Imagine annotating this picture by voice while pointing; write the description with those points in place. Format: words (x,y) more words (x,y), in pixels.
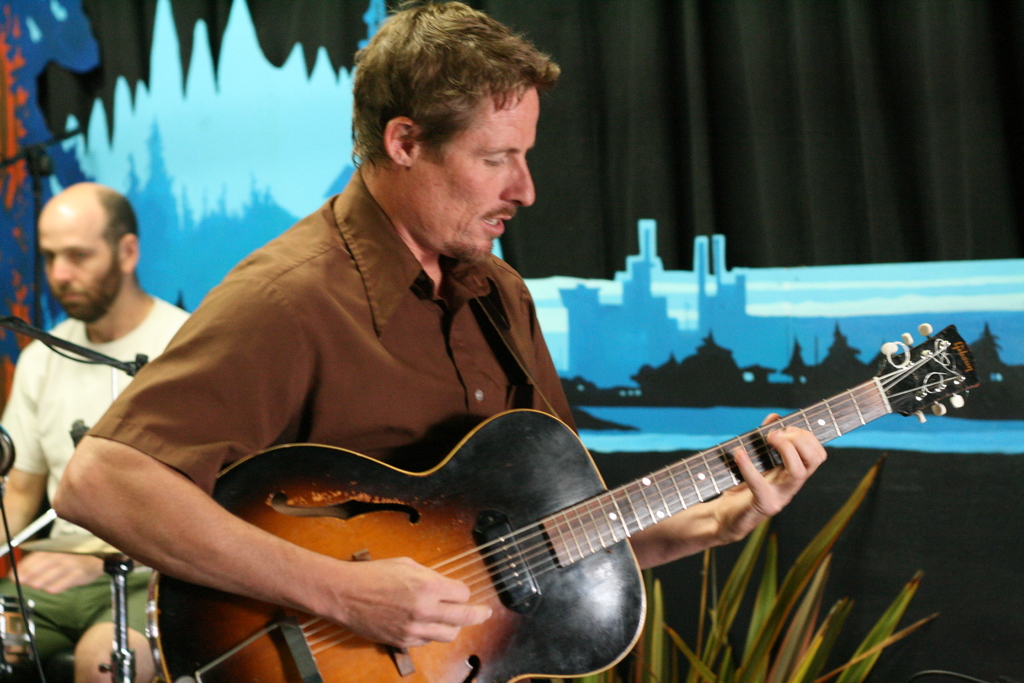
I can see in this image there are two men (253,379) among them, a man (303,414) is playing guitar (443,547) and man (50,470) is sitting on a chair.
